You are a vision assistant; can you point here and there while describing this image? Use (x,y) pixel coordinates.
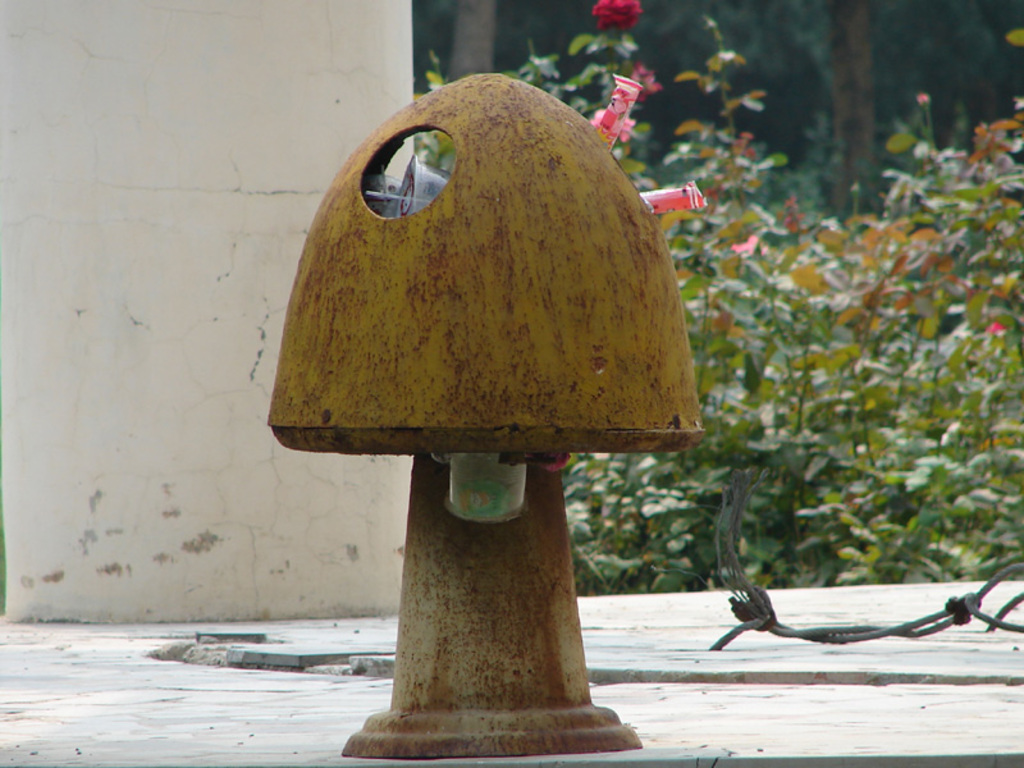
In the image there is dustbin (428,363) on the land (678,724) and on the left side (182,152) there is a wall (244,615) followed by plants (812,443) behind it.
